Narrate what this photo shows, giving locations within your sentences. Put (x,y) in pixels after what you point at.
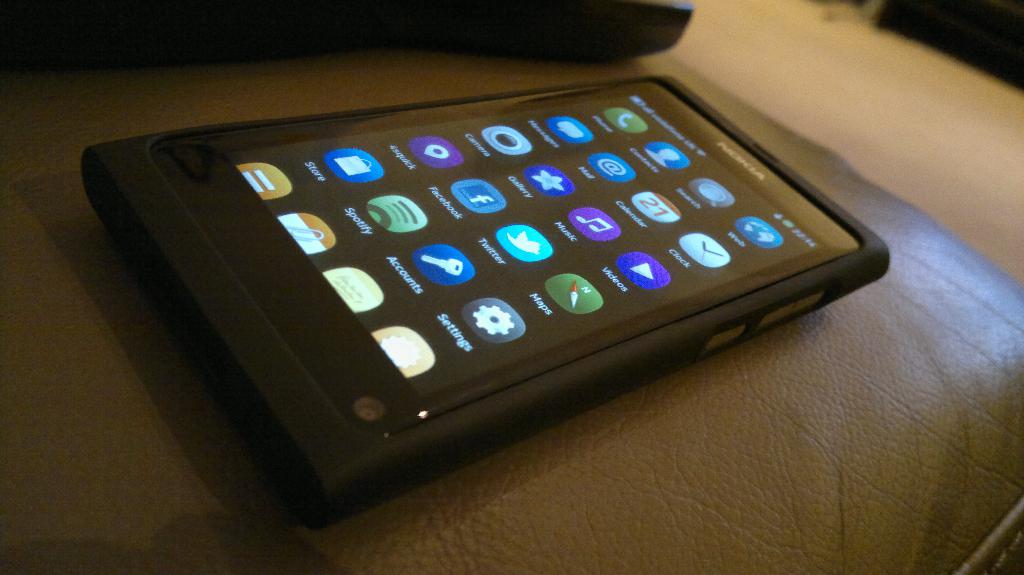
In the image we can see a mobile phone (408,254), on a sofa (673,417). This is a screen (467,223) of the device (452,238).
